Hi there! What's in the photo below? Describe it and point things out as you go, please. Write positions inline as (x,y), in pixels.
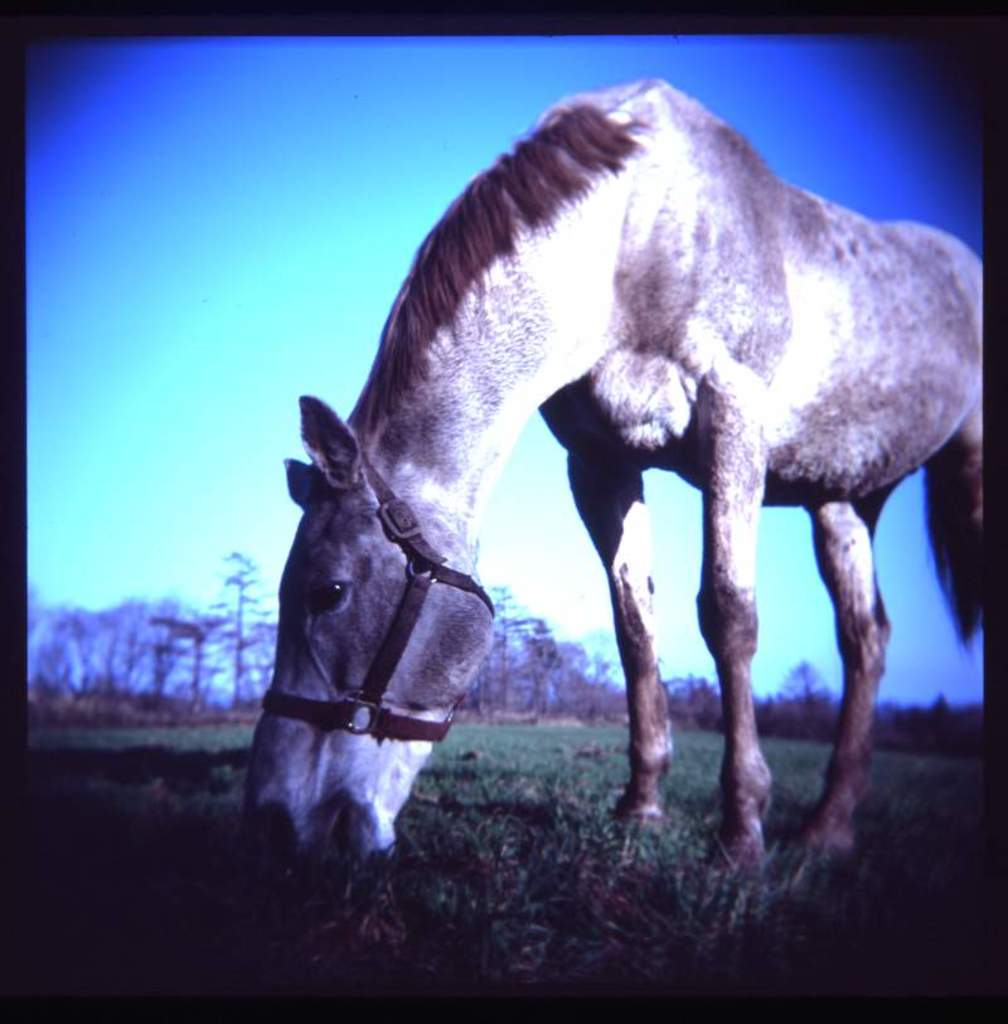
There is a horse (559,316) eating the grass (480,825) on the ground (424,948). In the background (168,698) there are trees (604,716) and sky (248,264). There is a black border (15,21) for the image.
